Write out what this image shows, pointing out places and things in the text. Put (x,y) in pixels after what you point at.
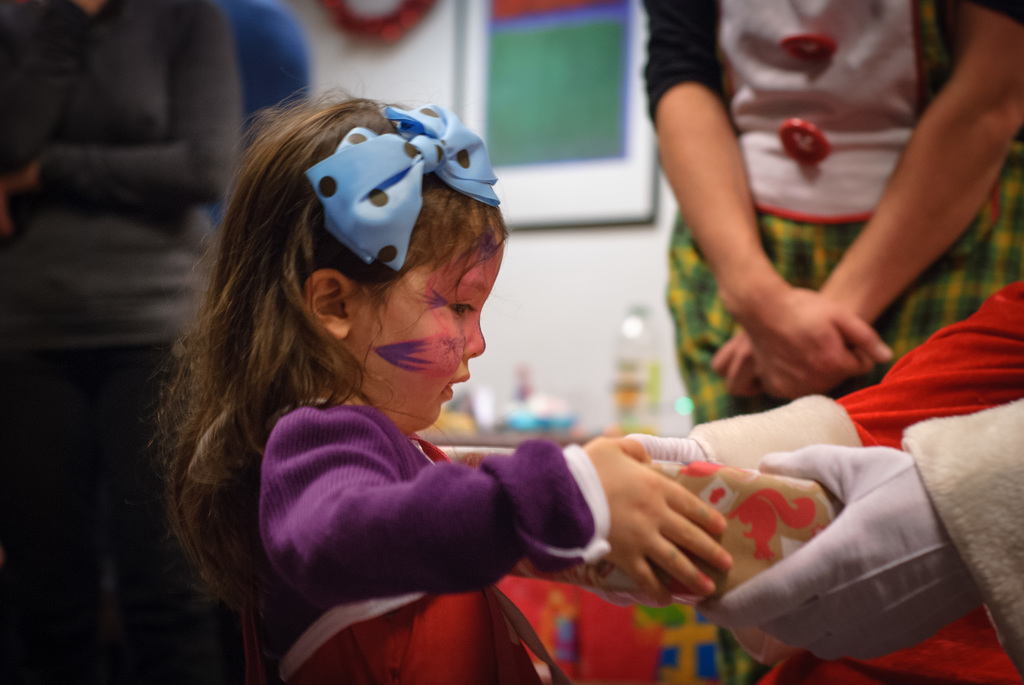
In this image, we can see a kid (335,505) wearing costume (435,452) and there is a man (857,538) wearing gloves (792,462), are holding an object (700,479). In the background (692,154), there are some other people (802,153) and we can see some objects (370,22) and boards (591,166) on the wall (559,337).
